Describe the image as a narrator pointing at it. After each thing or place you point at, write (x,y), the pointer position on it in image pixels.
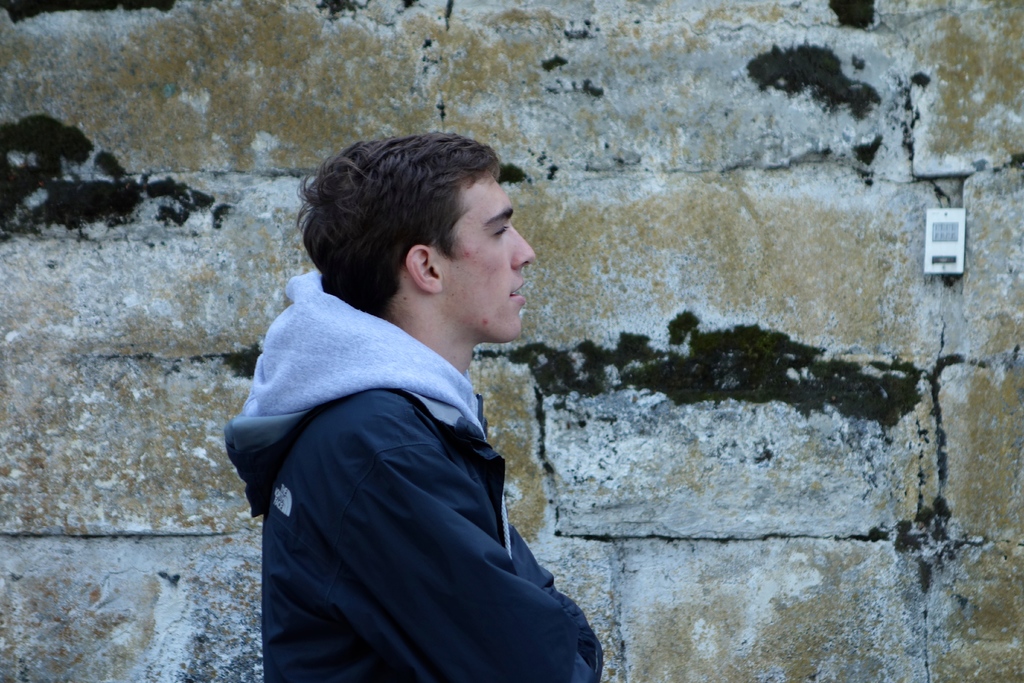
In this picture I can see a man (332,220), and in the background (897,646) there is a wall (918,250) and an object (961,269).
